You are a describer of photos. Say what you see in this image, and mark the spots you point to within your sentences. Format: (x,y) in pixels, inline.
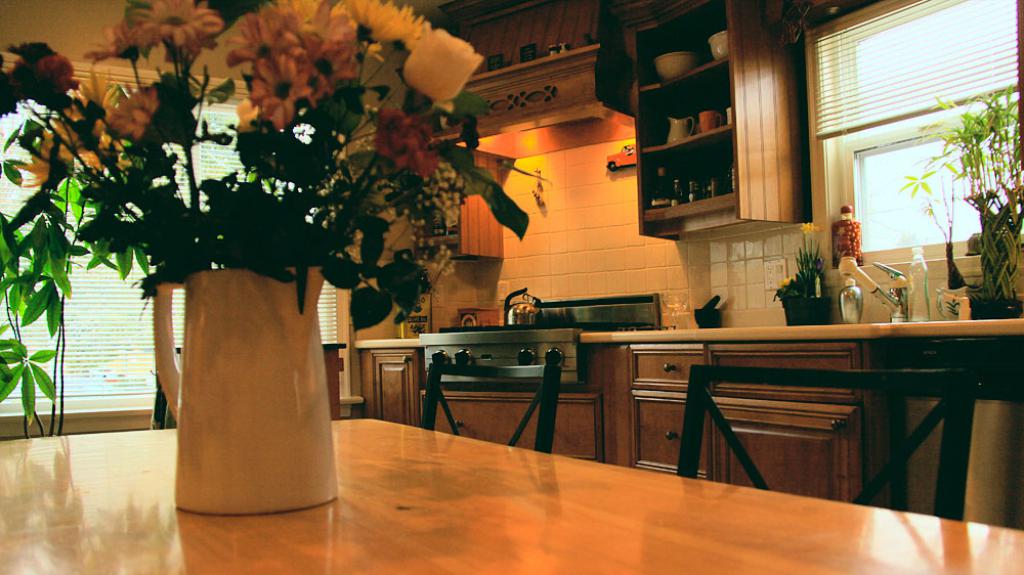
This the picture of the kitchen (448,345). There is a white flower vase (298,368) with different flowers (313,86) on the table (646,517), there are two chairs (551,398) behind the table (615,501), at the back of the table (611,499) there is a window (136,317) and at the left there is a cupboard (708,91) with bowls (678,65), jars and kettle (527,315) on a stove (515,329), there is a house plant (797,285) beside the sink (873,278).
